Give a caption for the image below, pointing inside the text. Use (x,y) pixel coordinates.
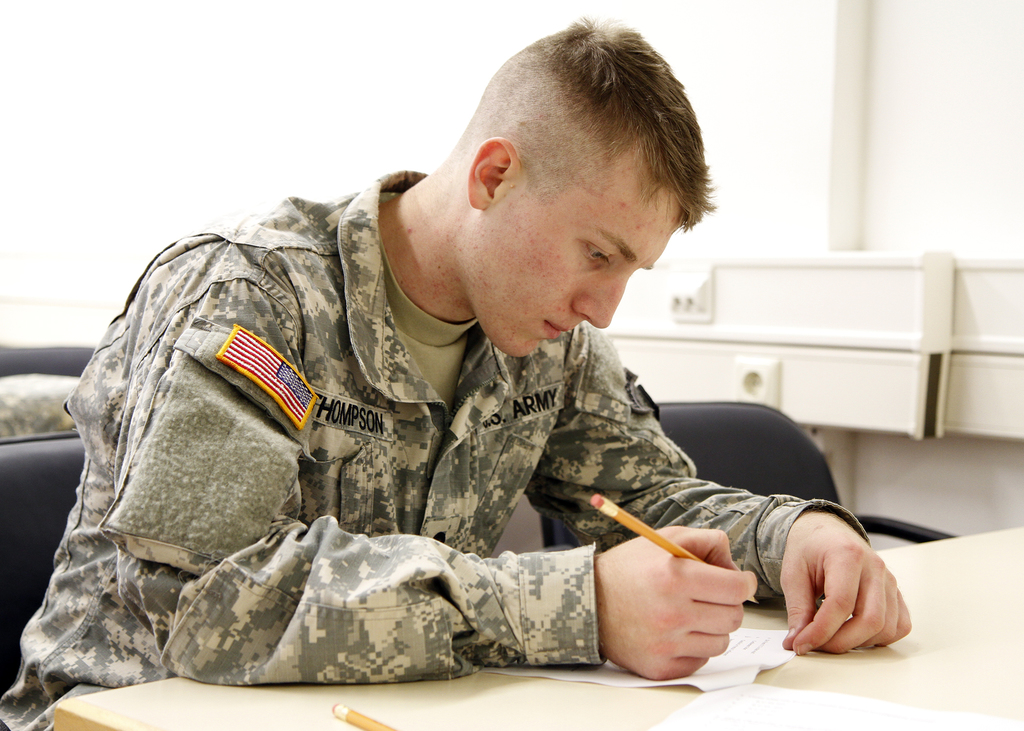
In the image we can see a man (271,410) wearing military clothes (337,470) and he is sitting. He is holding a pencil (658,541) in his hand (683,567), here we can see table (312,710), on the table (279,712) we can see papers (745,670). Here we can see wall (851,165) and the background (840,180) is white.
